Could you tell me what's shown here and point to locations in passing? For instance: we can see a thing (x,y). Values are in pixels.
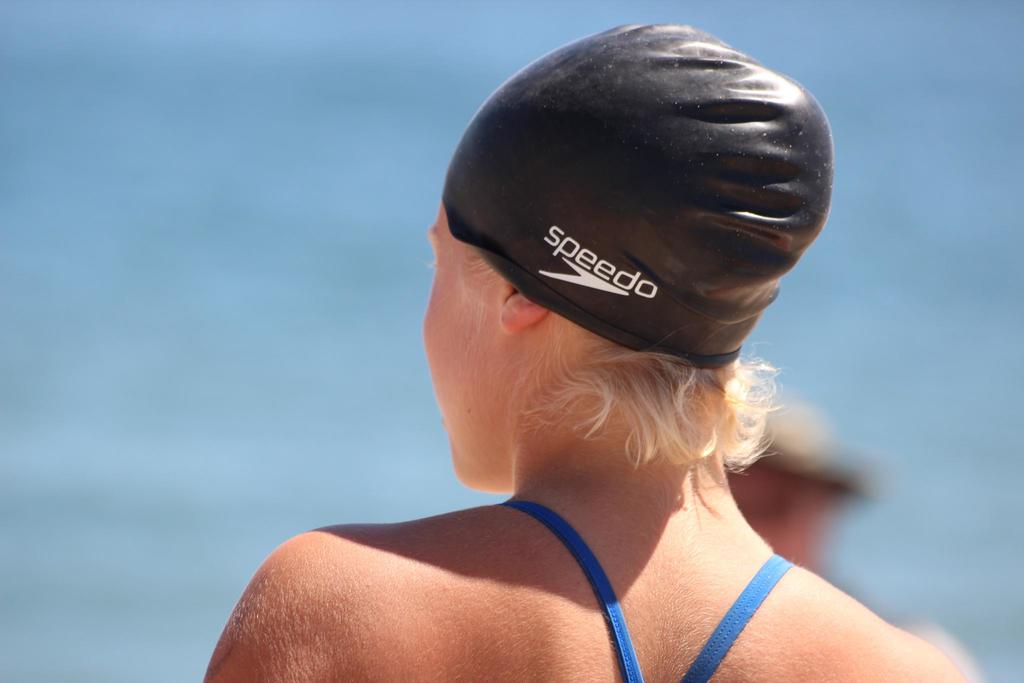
In this image there is a person (688,396) with a swimming cap (658,348), and there is blur background (38,310).
